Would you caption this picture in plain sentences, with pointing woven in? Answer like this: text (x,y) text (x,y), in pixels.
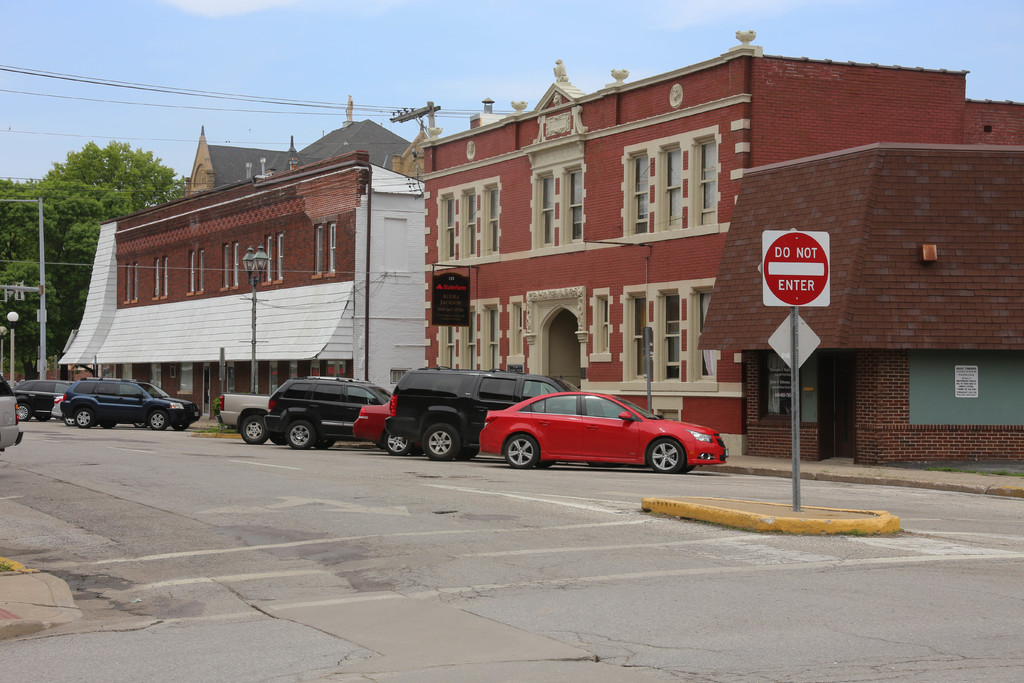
In the image we can see the building (431,231) and the windows (705,201) of the building (668,204). There are even vehicles (380,399) of different colors, here we can see the poles (794,422) and boards (790,304). There are even electric poles (42,213) and electric wires (117,137). Here we can see the road (157,485), trees (98,233) and the sky (311,27).
